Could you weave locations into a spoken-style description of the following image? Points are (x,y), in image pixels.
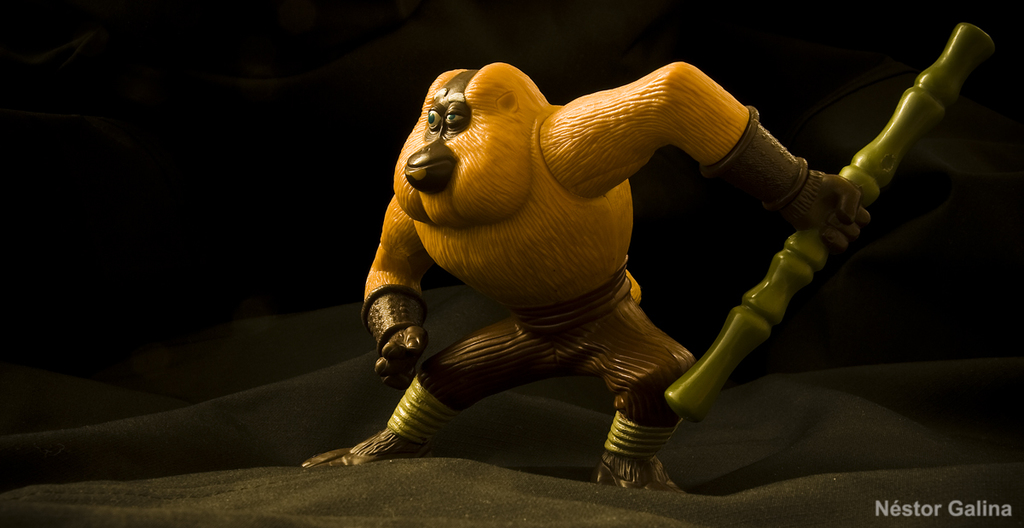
In this image there is an object (308,425) truncated towards the bottom of the image (301,442), there is an object (951,445) truncated towards the right of the image (1001,407), there is an object (65,431) truncated towards the left of the image (44,415), there is a toy (799,194), the toy (633,400) is holding an object (685,394), there is text (945,506) towards the bottom of the image (934,508), the background of the image (725,42) is dark.
